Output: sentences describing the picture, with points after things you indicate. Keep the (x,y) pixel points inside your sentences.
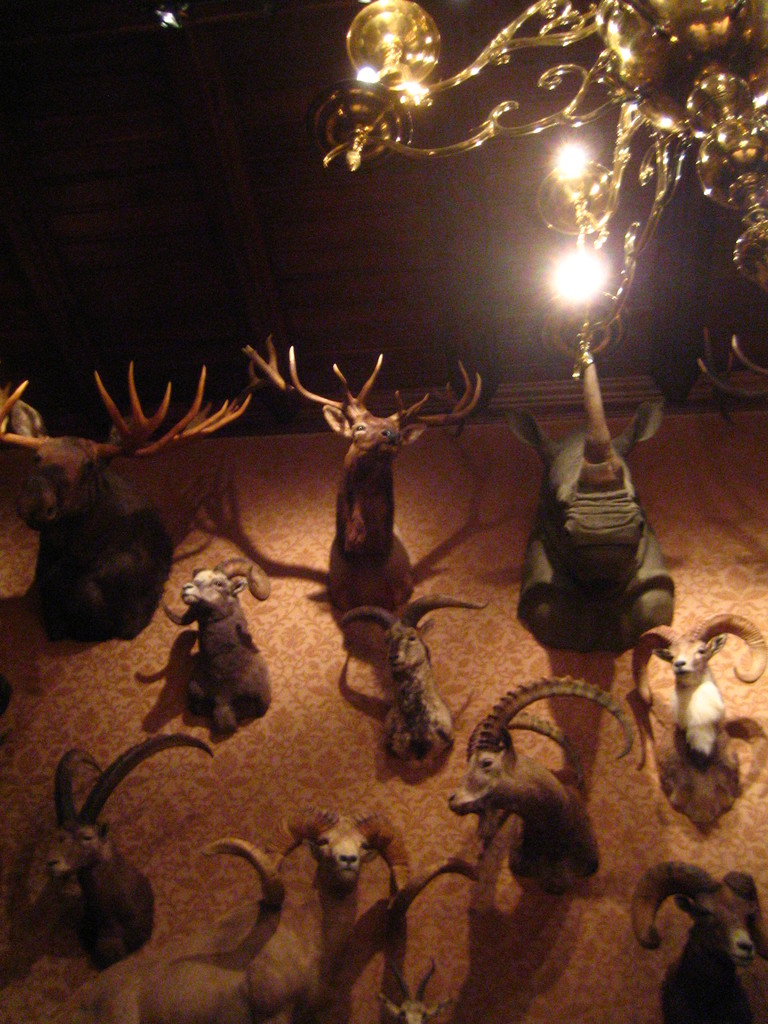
In this image we can see so many sculptures (694,807) of animals (619,549). Top right of the image (575,157) one golden color thing (681,137) is there with some lights (582,270) attached to it.
